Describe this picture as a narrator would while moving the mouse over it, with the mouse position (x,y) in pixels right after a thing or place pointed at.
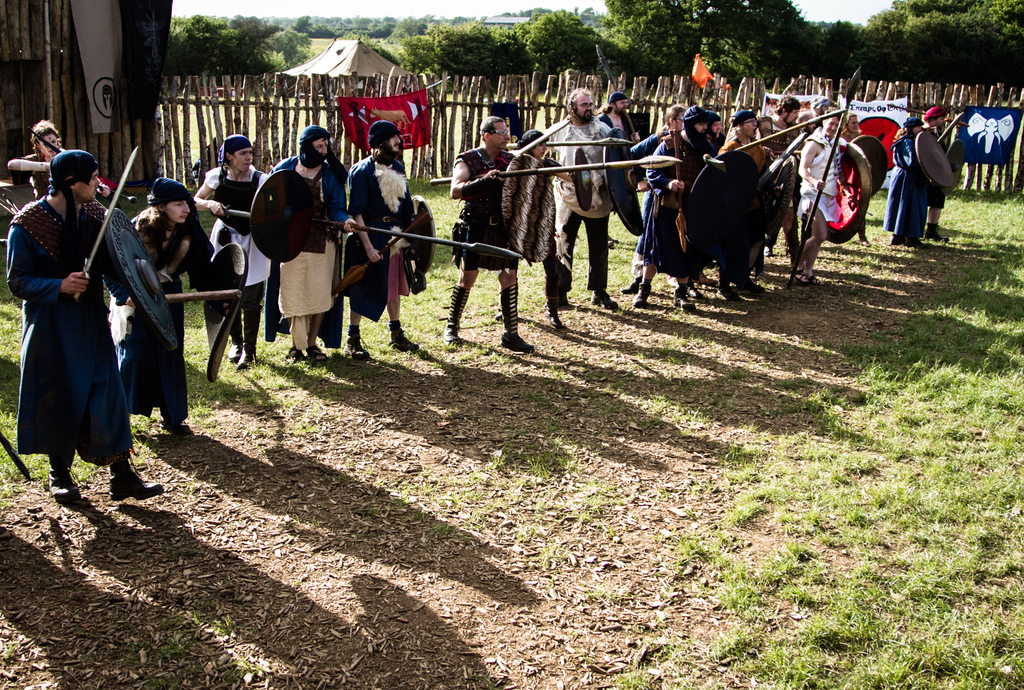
Here we can see people (682,128) and grass (831,402). These people (99,208) are holding weapons (719,166). Background (360,101) there is a fence (240,101), banners (375,101), tent (362,48) and trees (234,38).
